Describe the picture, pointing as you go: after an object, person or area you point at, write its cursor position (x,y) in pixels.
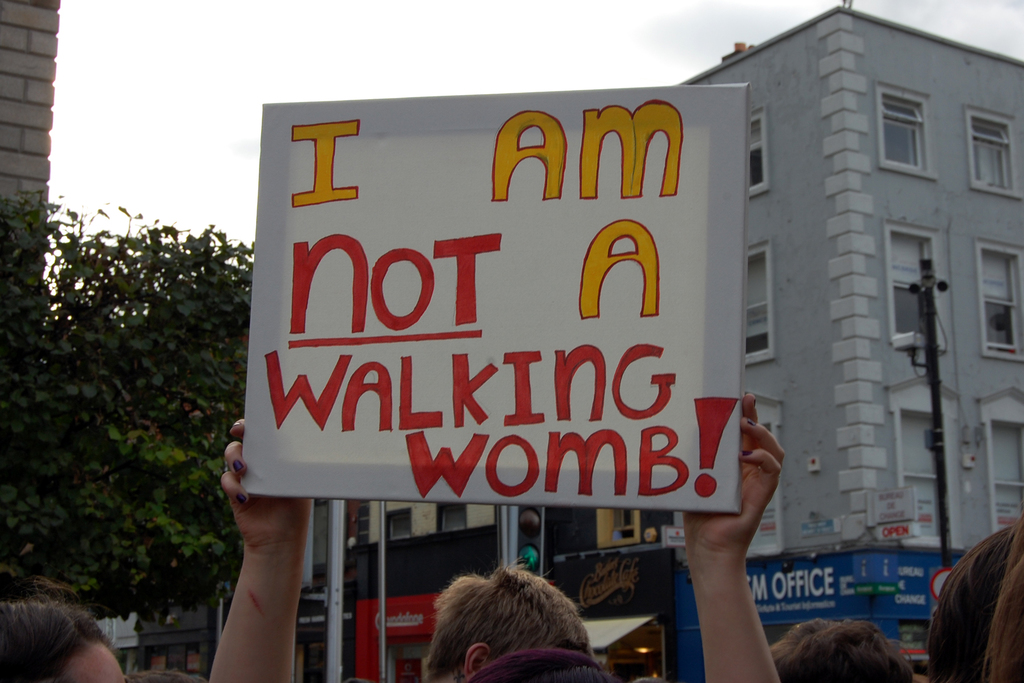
In this image, we can see a person (692,525) who is holding a boarding (691,345) where "I am not a walking womb!" is written on it and at the back of these people (982,552), there is also a building (865,466) with some boarding's (878,571) present on it and there is also a tree (82,418) at the back (95,453).
